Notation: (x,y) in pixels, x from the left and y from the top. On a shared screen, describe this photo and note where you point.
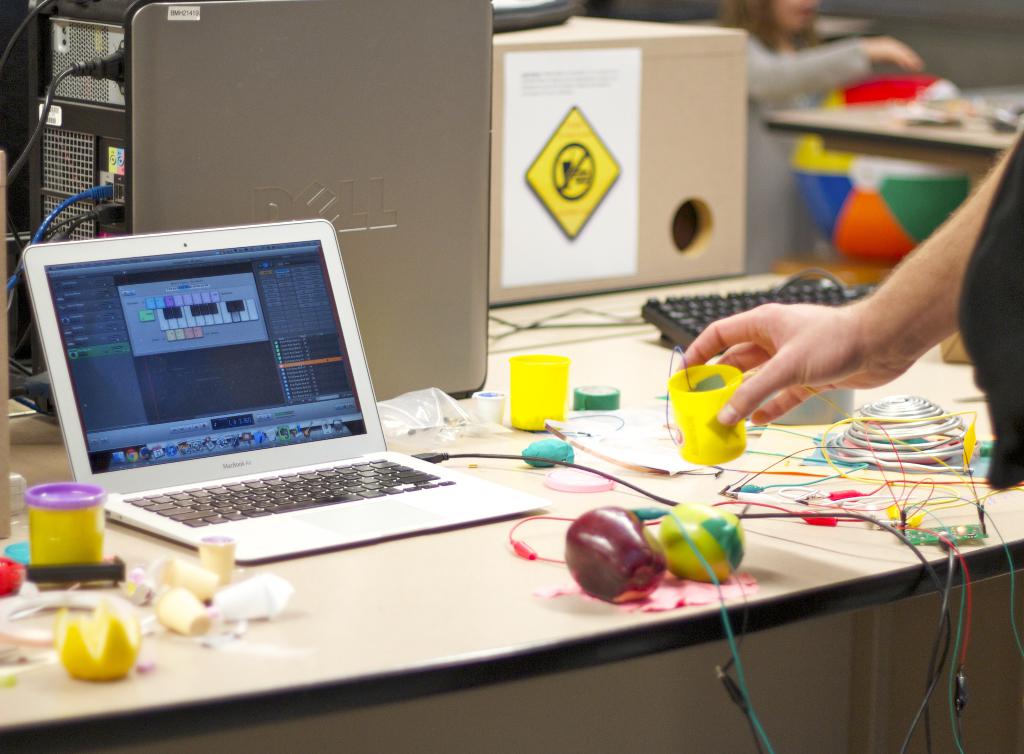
This picture is clicked inside. On the right (994,202) there is a person (746,340) standing and holding a yellow color object (680,415). In the center (557,338) there is a table (557,493) on the top of which a laptop (211,500), keyboard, machines (228,86) and some other objects (222,559) are placed. In the background (765,71) there is a woman (760,87) standing and we can see there are some objects (847,176).
